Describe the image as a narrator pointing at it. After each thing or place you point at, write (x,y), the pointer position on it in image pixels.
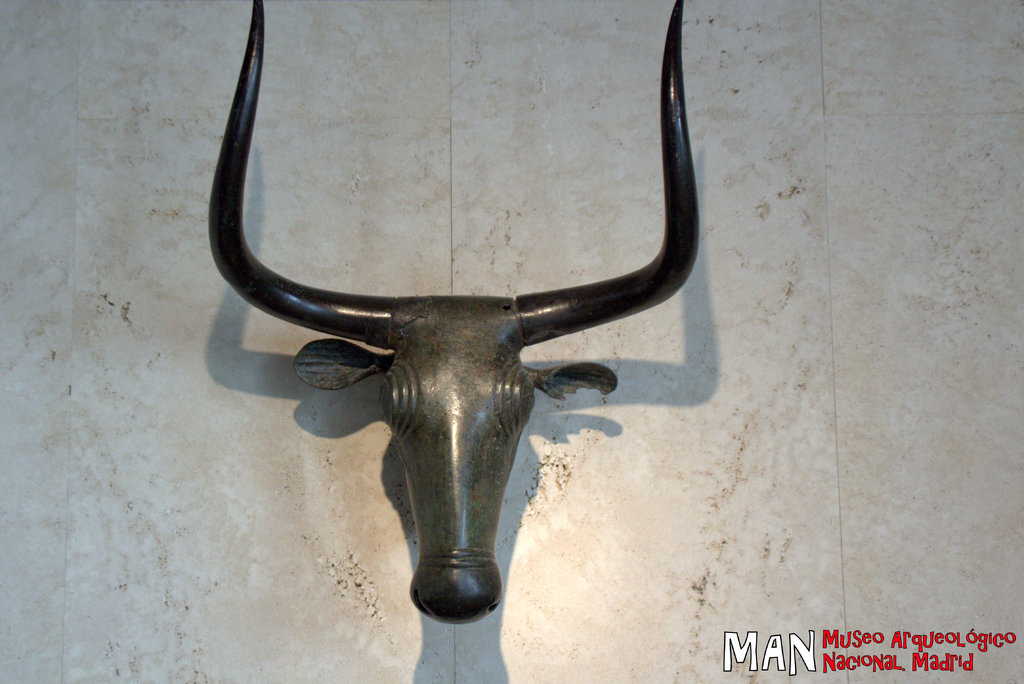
In this picture we can see the iron head (453,488) and horns (376,319) of a bull (500,339) on a white surface (552,540). We can see some text (803,650) in the bottom right (903,659).
